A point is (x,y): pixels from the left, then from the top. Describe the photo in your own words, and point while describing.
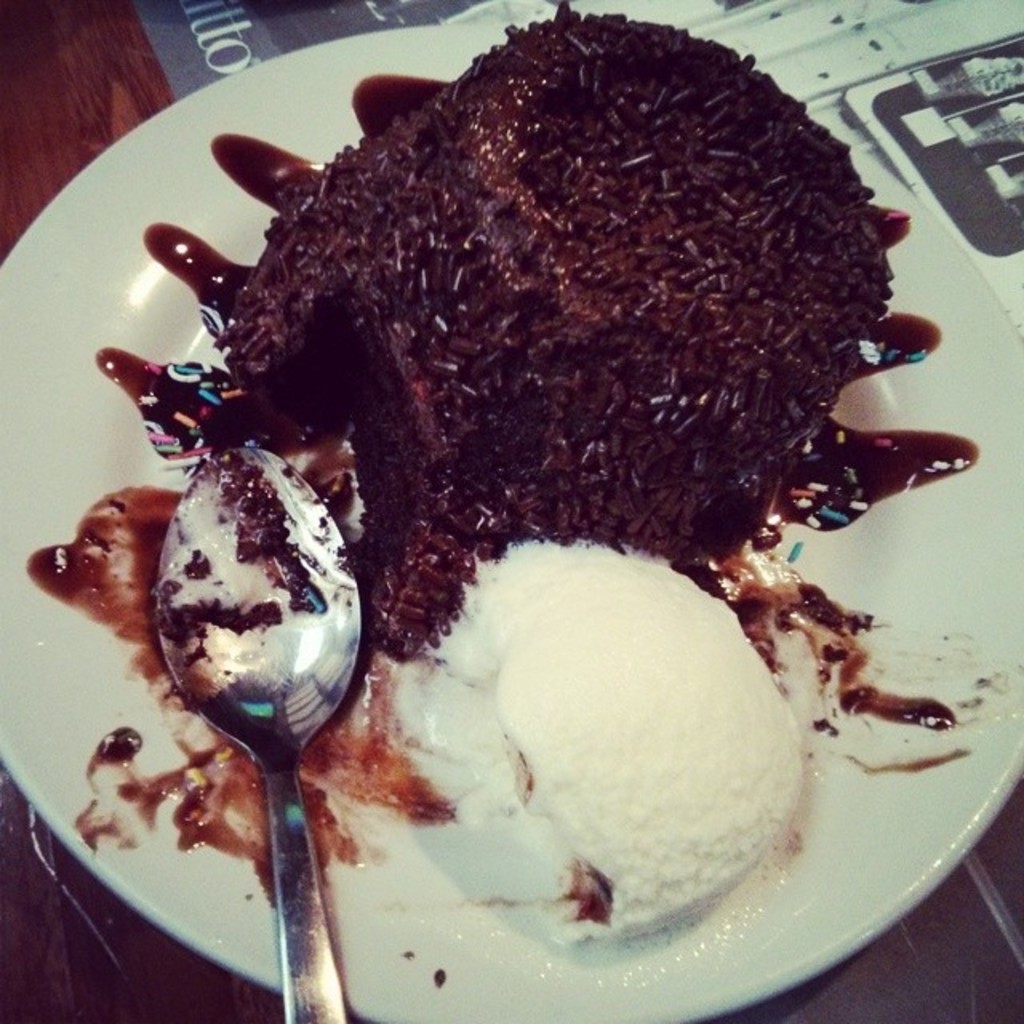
In this image I can see a plate (666,959) in which a spoon (274,699) and cake (745,486) is there may be kept on the table (873,1001). This image is taken may be in a restaurant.
